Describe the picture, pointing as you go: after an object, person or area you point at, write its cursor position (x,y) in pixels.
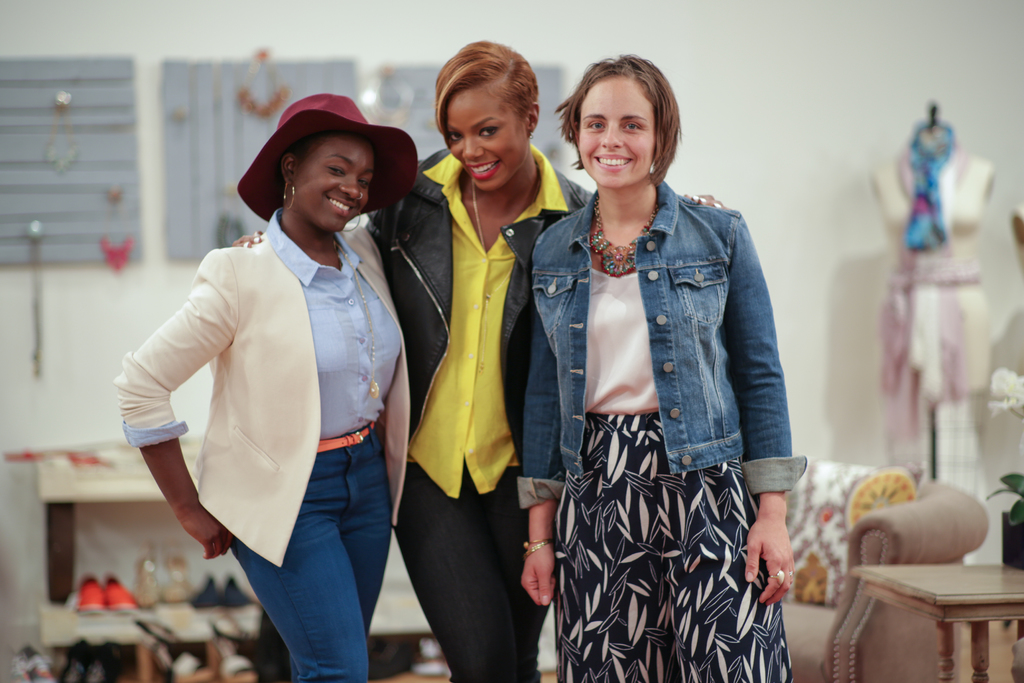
There are three women (507,326) standing in this picture. One of the woman (364,154) is wearing a hat (334,132) on her head (339,179). All of them were smiling. In the background (857,508) there is a sofa (903,504), mannequin (928,297) and a wall (758,49) here.
